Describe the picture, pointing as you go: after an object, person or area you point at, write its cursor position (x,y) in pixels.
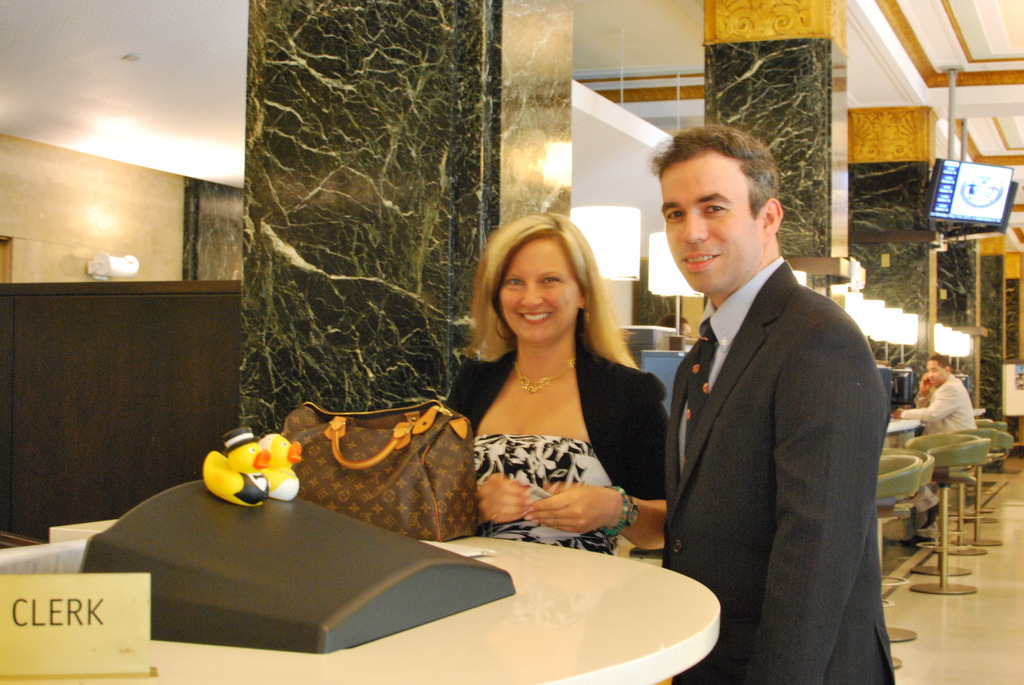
In the image there is a man (774,449) stood beside a woman (559,481) in front of table (565,628), the place seems to in a hotel (956,636).
